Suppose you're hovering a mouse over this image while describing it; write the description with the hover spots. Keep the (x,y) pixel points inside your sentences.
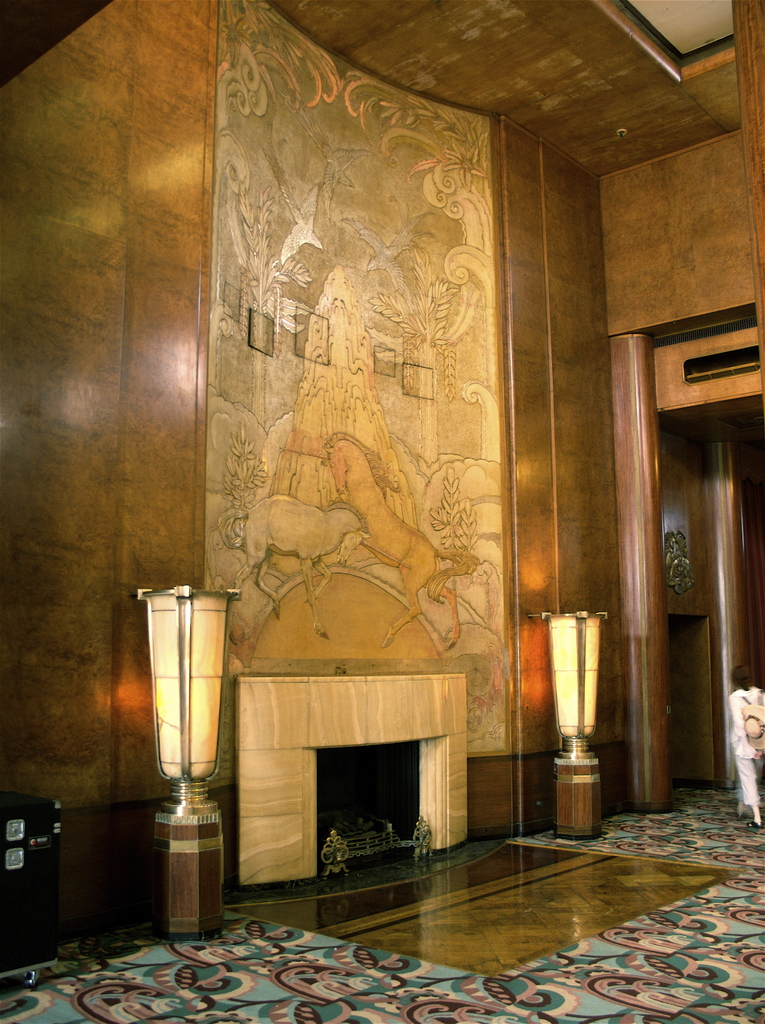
In this image we can see a wall (330,289) with some design (418,399) on it. And we can see the hearth (298,788).
